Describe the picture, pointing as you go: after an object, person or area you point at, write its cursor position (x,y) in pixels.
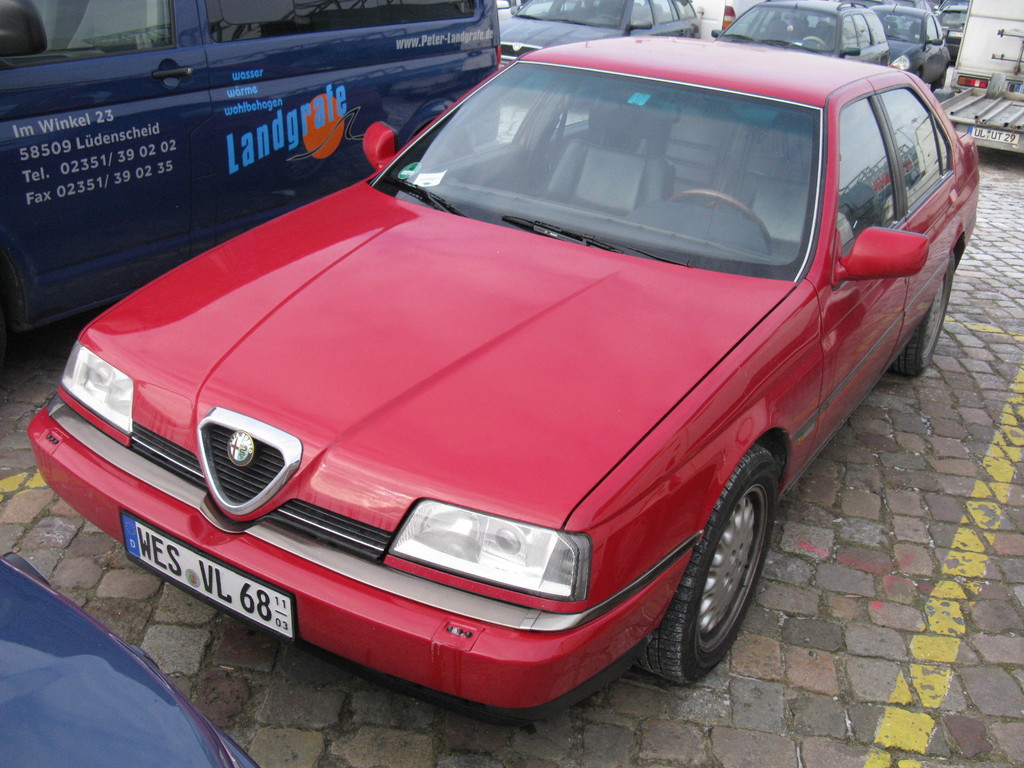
This picture is clicked outside. In the center (456,301) we can see the group of vehicles (535,104) parked on the ground (859,658). On the left (74,127) we can see the text (50,128) and numbers (65,149) on a blue color vehicle (156,70).
